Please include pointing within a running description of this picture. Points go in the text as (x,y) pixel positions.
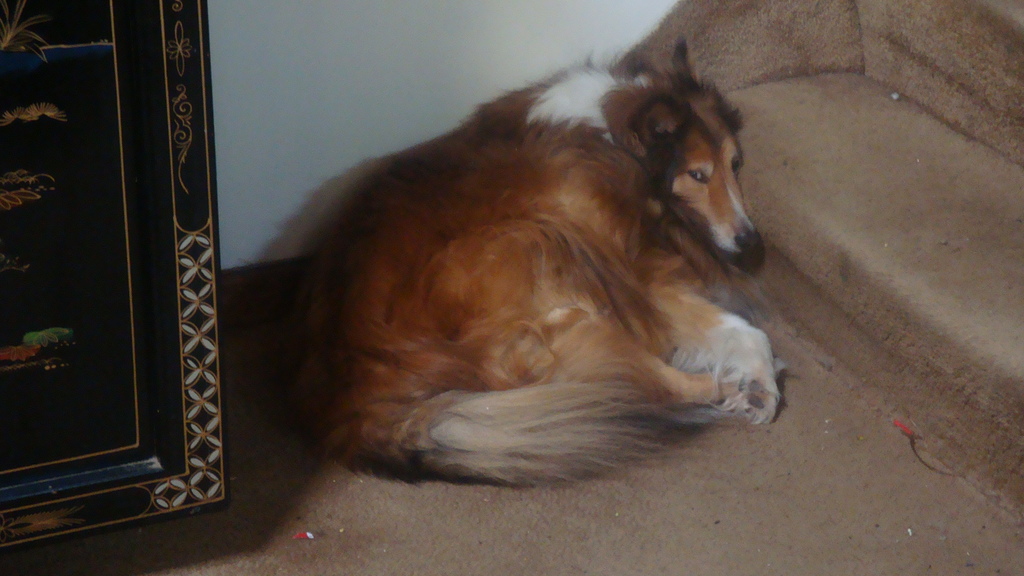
This is the dog (688,396) sitting on the floor (678,475). This looks like a wooden object (107,428). I think these are the stairs (876,248).
